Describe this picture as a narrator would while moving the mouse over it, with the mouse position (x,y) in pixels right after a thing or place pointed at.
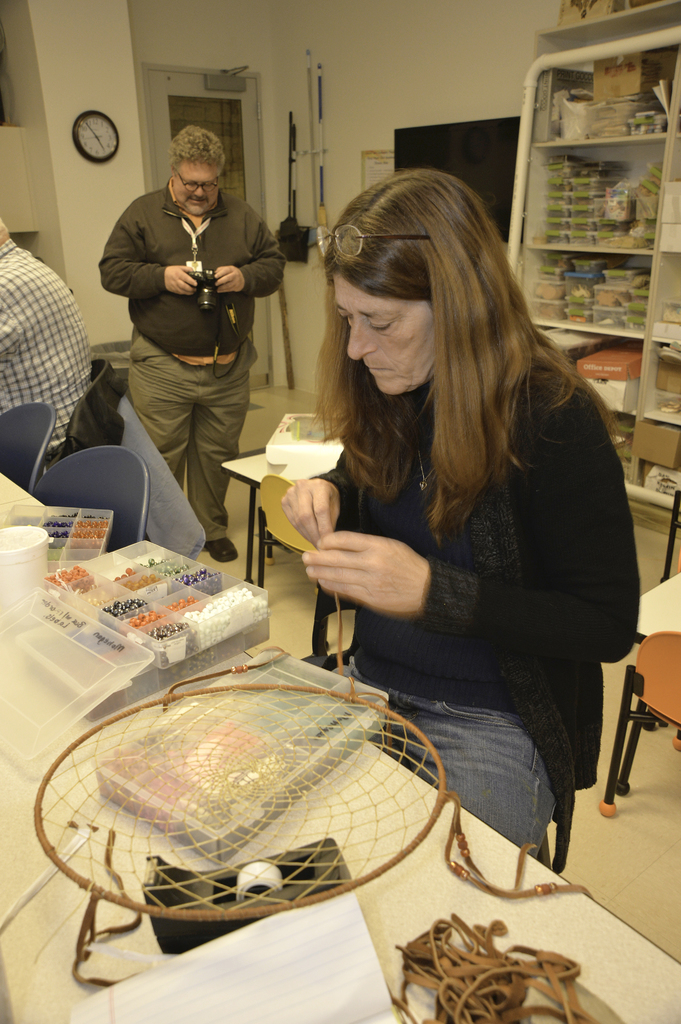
In this image there are three persons (399,492) in the room (276,146) in which two of them are sitting on the chairs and another person (230,302) is holding a camera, there are some boxes (176,780) and some objects (174,964) on the table (137,853), few items (639,228) arranged in the shelves (653,301), a clock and few sticks (290,131) attached to the wall (119,153) and a door (199,77).
